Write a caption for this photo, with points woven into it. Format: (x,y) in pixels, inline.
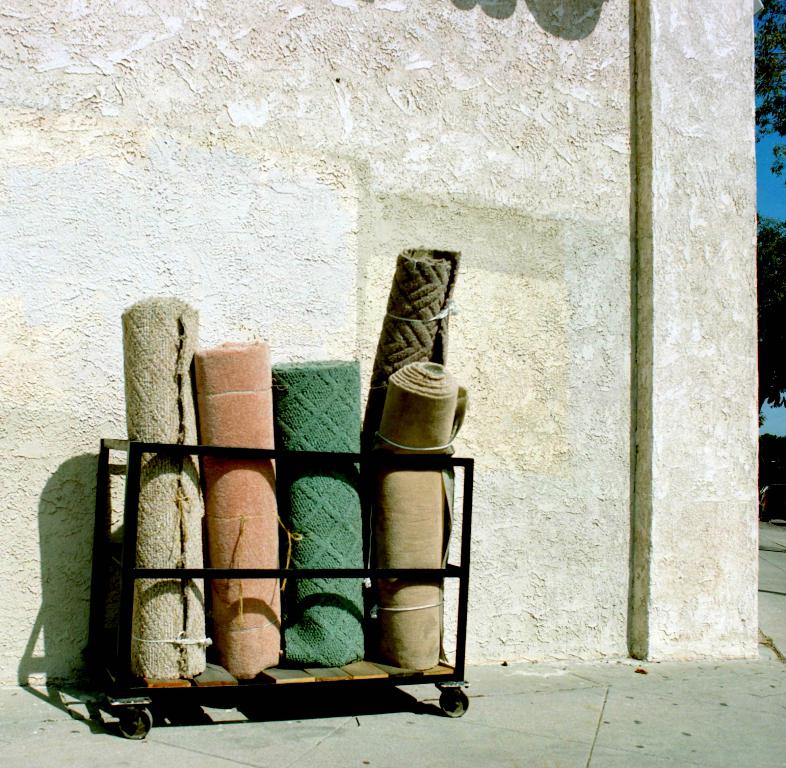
In this image, we can see a cart (274,678). In the cart (103,469), we can see rolled mats (254,544). These mats (159,628) are tied with ropes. At the bottom (641,717), we can see surface (587,722). Background (557,417) we can see wall (575,286). On the right side of the image (765,270), we can see trees (767,259) and sky (761,175).
